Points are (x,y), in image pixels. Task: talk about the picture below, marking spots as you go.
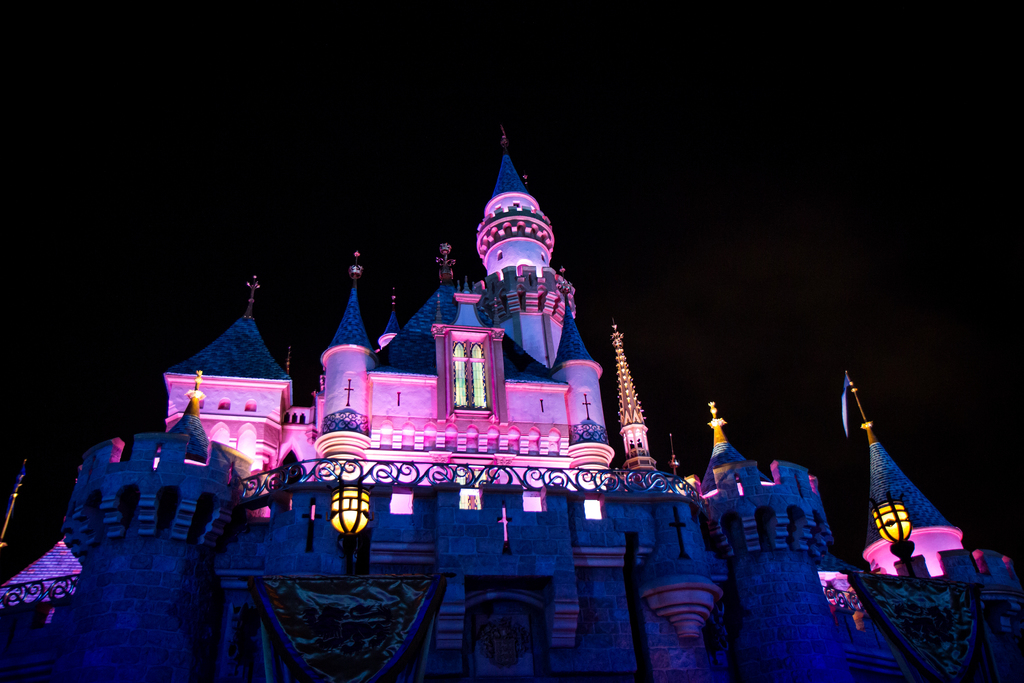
In this image, we can see a building (637,518), we can see some lights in the building (540,435), there is a dark background (234,136).
